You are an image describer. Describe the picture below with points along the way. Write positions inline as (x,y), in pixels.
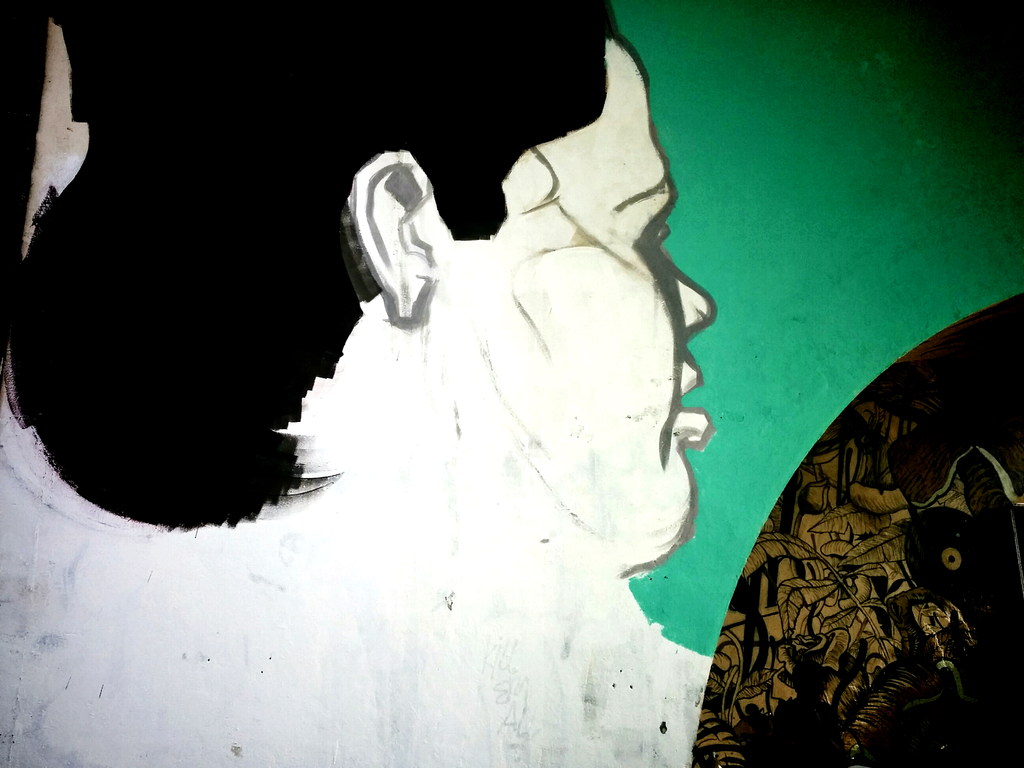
In this image there is a painting (523,192) of a person (489,253).
